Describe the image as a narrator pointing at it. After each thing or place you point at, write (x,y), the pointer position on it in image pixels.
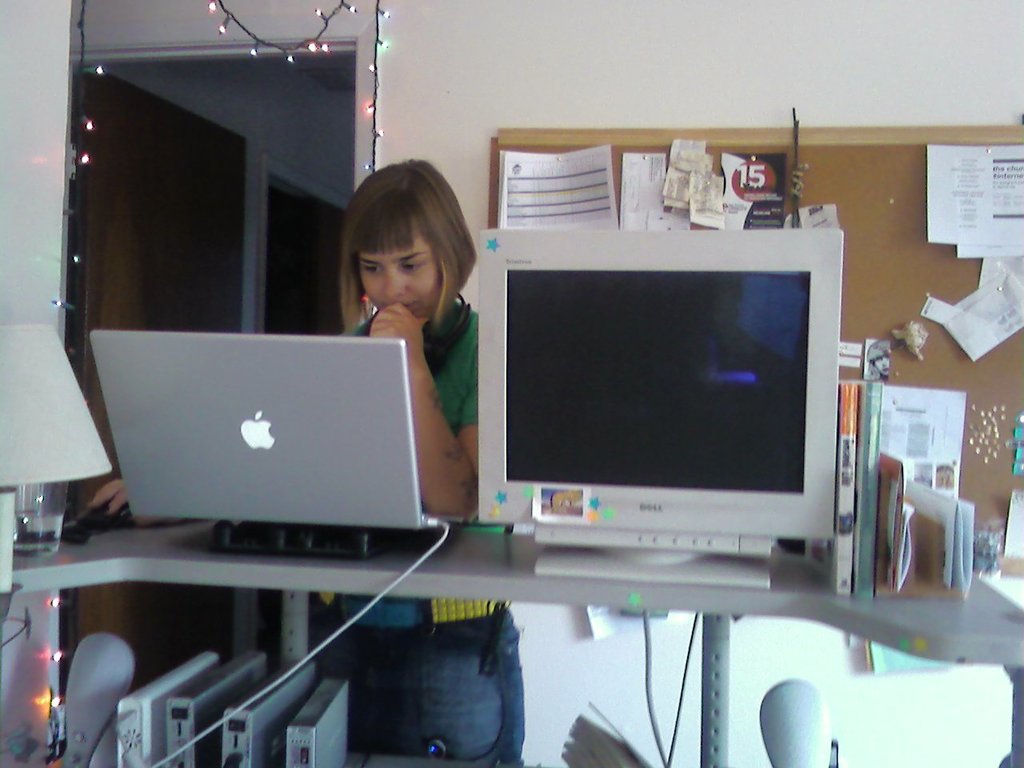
In this picture I can see a woman (431,373) standing and she is holding a mouse (131,515) in her hand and I can see a laptop (235,472) and a monitor (689,516) and couple of books (960,575) on the table (1015,610) and I can see few papers (959,395) on the notice board (878,169) and I can see serial bulbs (379,73).
